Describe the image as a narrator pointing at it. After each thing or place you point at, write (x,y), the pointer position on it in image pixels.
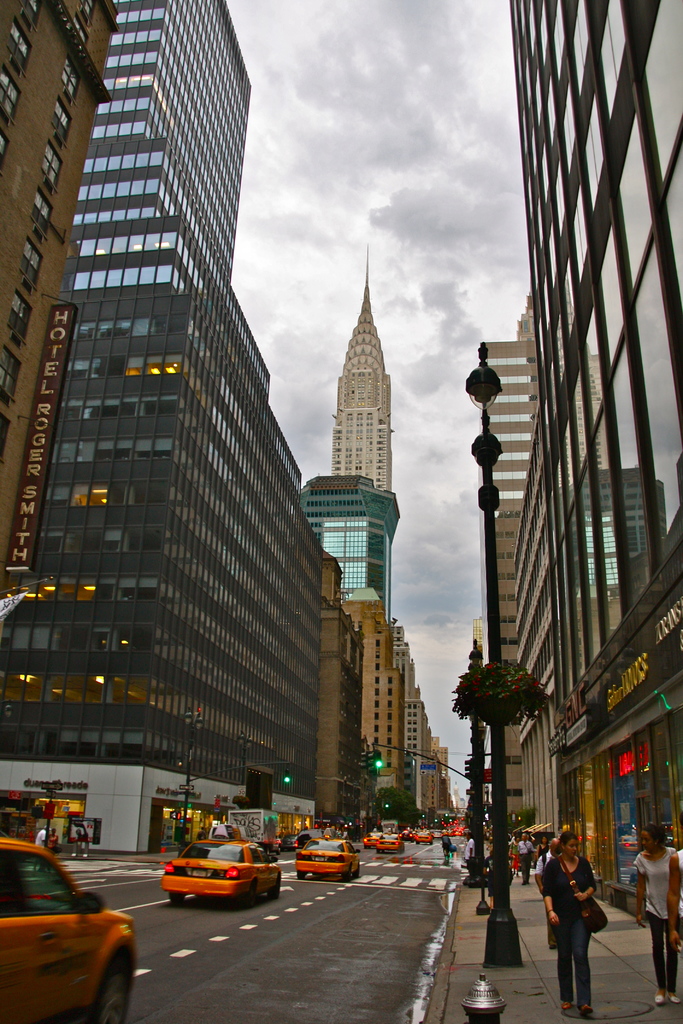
In this picture we can see vehicles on the road (316,944), beside this road (360,939) we can see people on the footpath (549,957) and in the background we can see buildings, electric poles (501,945), traffic signals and the sky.
